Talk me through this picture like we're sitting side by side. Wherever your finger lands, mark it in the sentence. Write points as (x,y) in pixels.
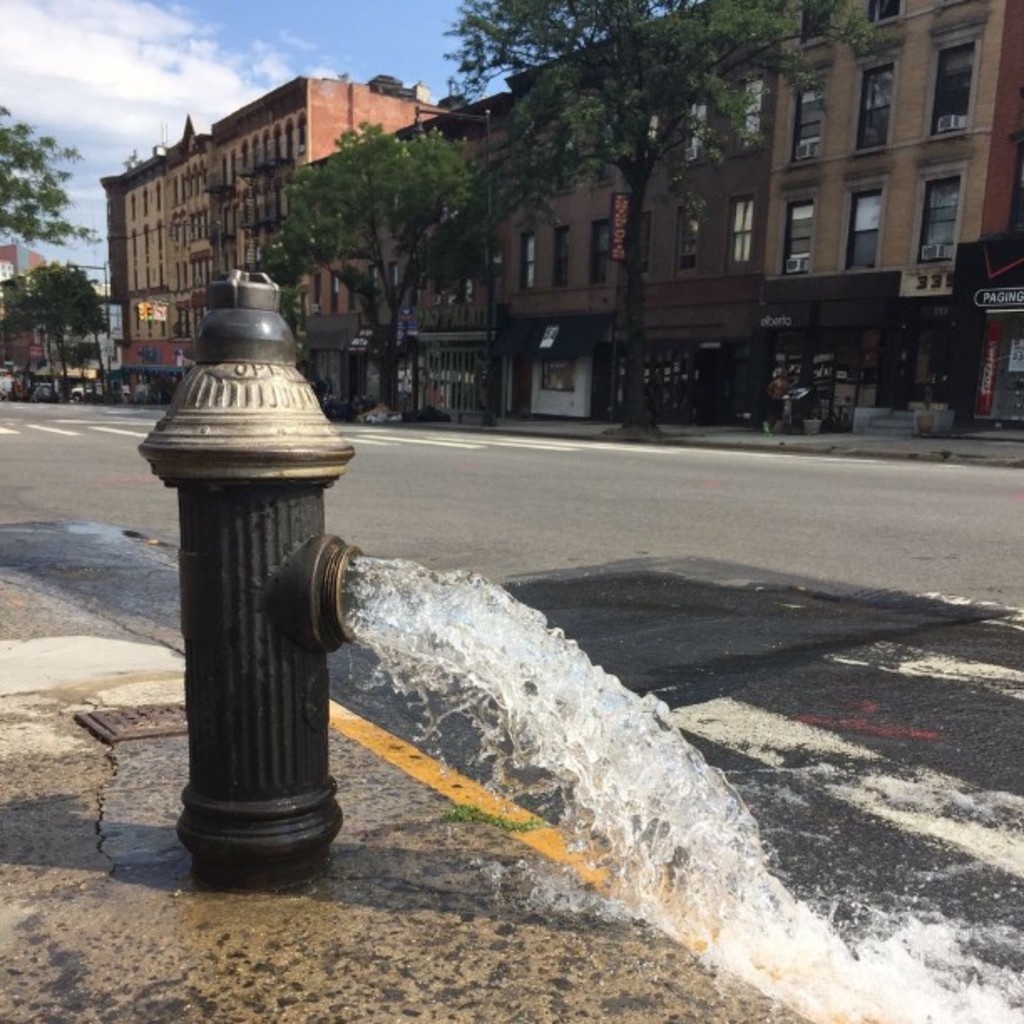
In the image there is a fire hydrant (224,711) and water (353,622) is leaking from that. Behind the fire hydrant (270,527) there is a road (484,524) and it is empty, behind the road (370,534) there are many buildings (678,229) and stores (362,343) and in front of the stores (813,347) there are few trees (379,228).
